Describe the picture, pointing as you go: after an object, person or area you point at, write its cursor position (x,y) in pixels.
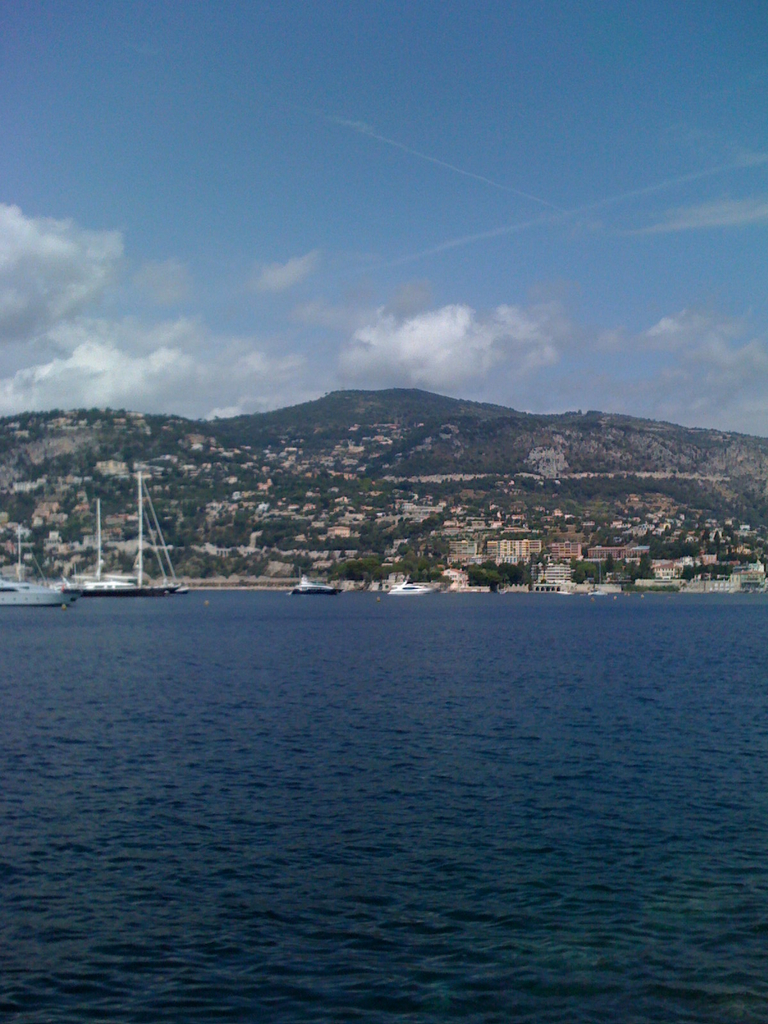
In this image we can see some ships (302,589), buildings (416,499), trees (367,481), mountains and other objects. At the top of the image (359,156) there is the sky (367,143). At the bottom of the image (253,892) there is water (326,891).
